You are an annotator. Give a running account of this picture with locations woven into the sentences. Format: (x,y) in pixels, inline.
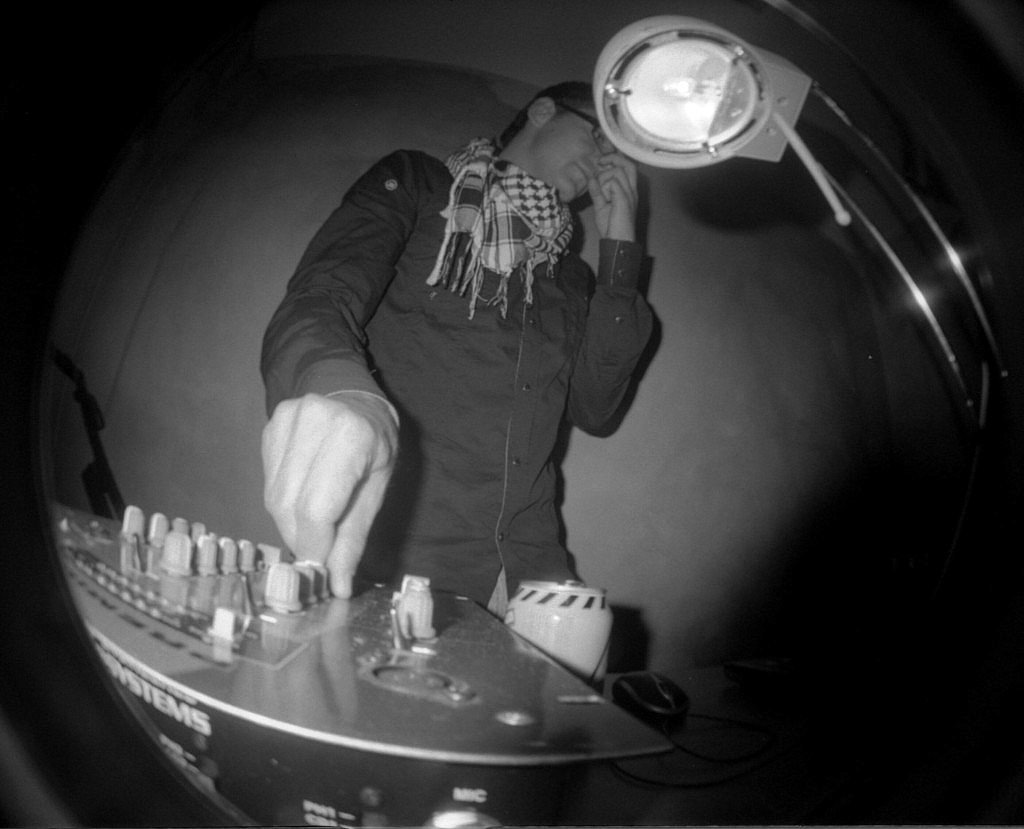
This is a black and white image. In this image we can see a person (465,350) wearing specs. In front of him there is an electronic device (184,607). Also there is a can (552,614). In the back (883,479) there is a wall (699,335). And there is some other object (710,67) on the right side (694,76).
